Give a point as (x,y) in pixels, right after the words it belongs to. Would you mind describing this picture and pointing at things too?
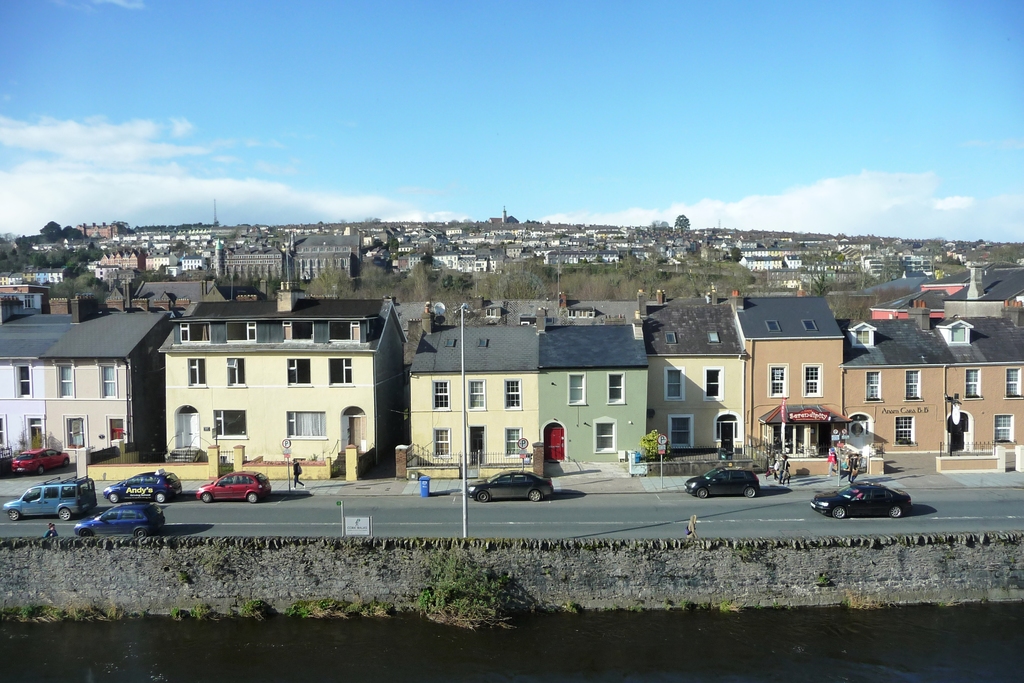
In this image I can see the water (312,651), few trees (474,586), the road (422,509), a pole (463,511), few vehicles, few persons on the road (714,501) and few buildings (656,387). In the background (506,320) I can see few trees (552,285), few buildings (153,240) and the sky (581,133).
